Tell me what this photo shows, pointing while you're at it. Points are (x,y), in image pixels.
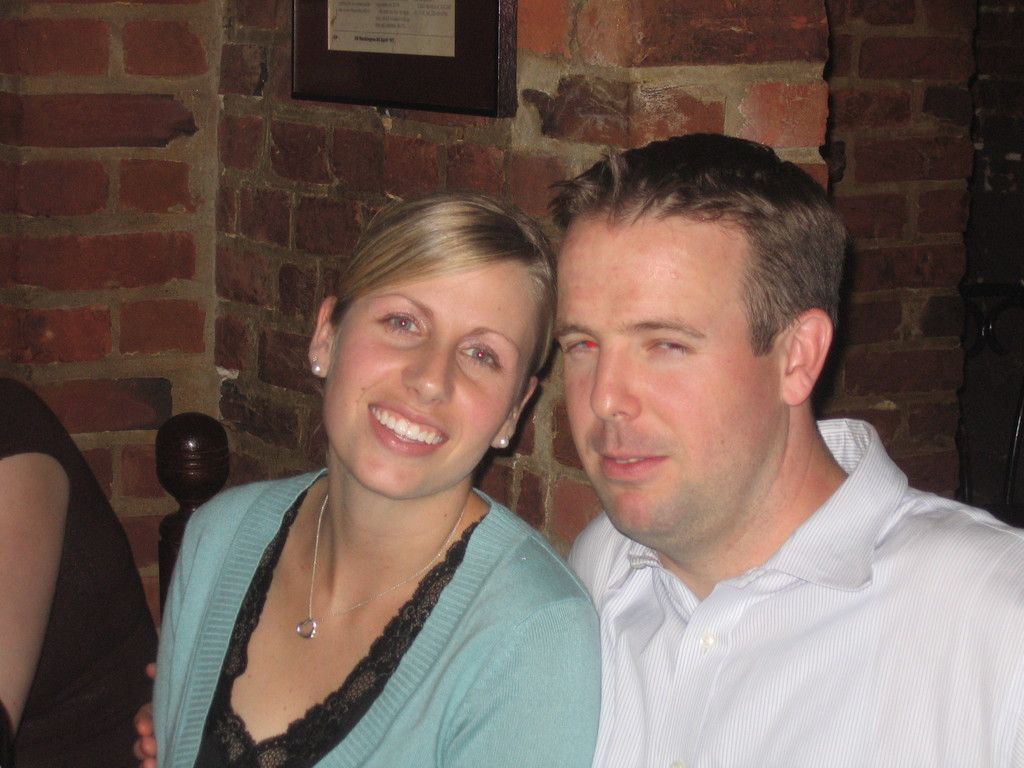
In this there are three persons (359,541) sitting on the chairs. At the back side (318,246) there is a wall (317,147) with the photo frame (377,102) on it.
